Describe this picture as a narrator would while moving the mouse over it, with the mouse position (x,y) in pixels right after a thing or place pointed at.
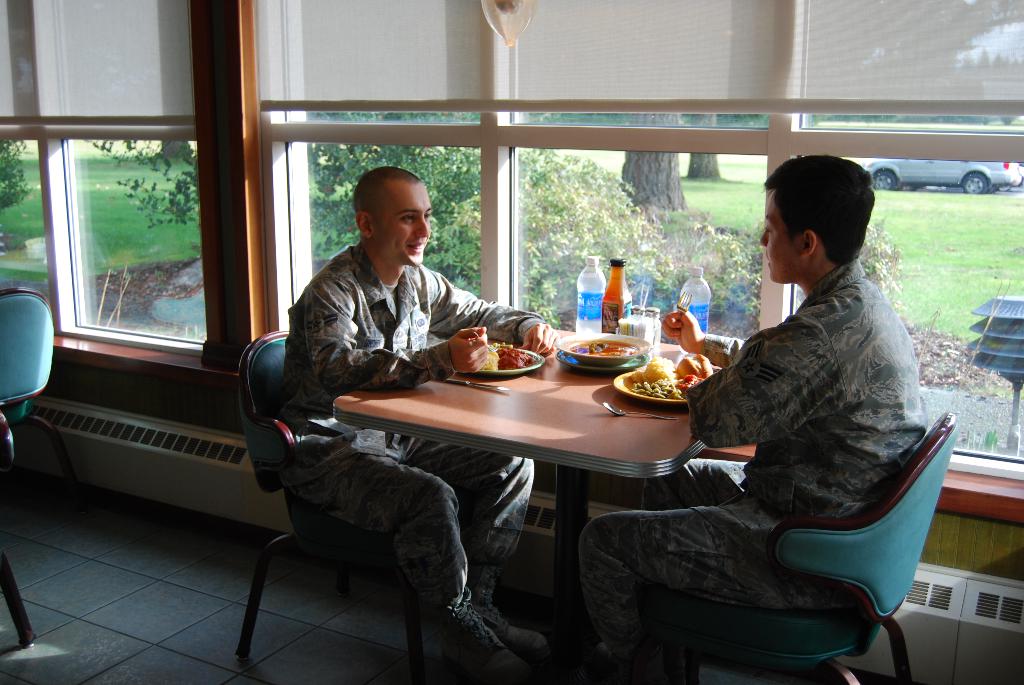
This picture shows two men (332,496) seated on the chairs (833,519) and we see food (691,366) and water bottles (588,322) on the table (569,418).
